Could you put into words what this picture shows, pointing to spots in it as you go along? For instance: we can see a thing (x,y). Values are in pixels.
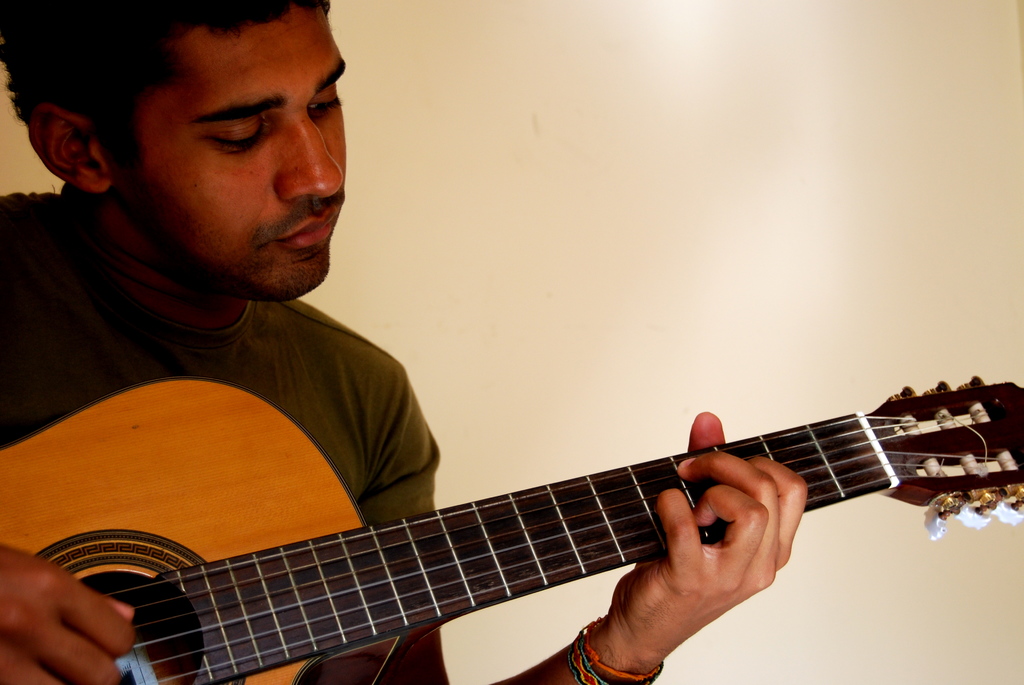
In this image I can see a man (430,445) holding a guitar (371,560).
